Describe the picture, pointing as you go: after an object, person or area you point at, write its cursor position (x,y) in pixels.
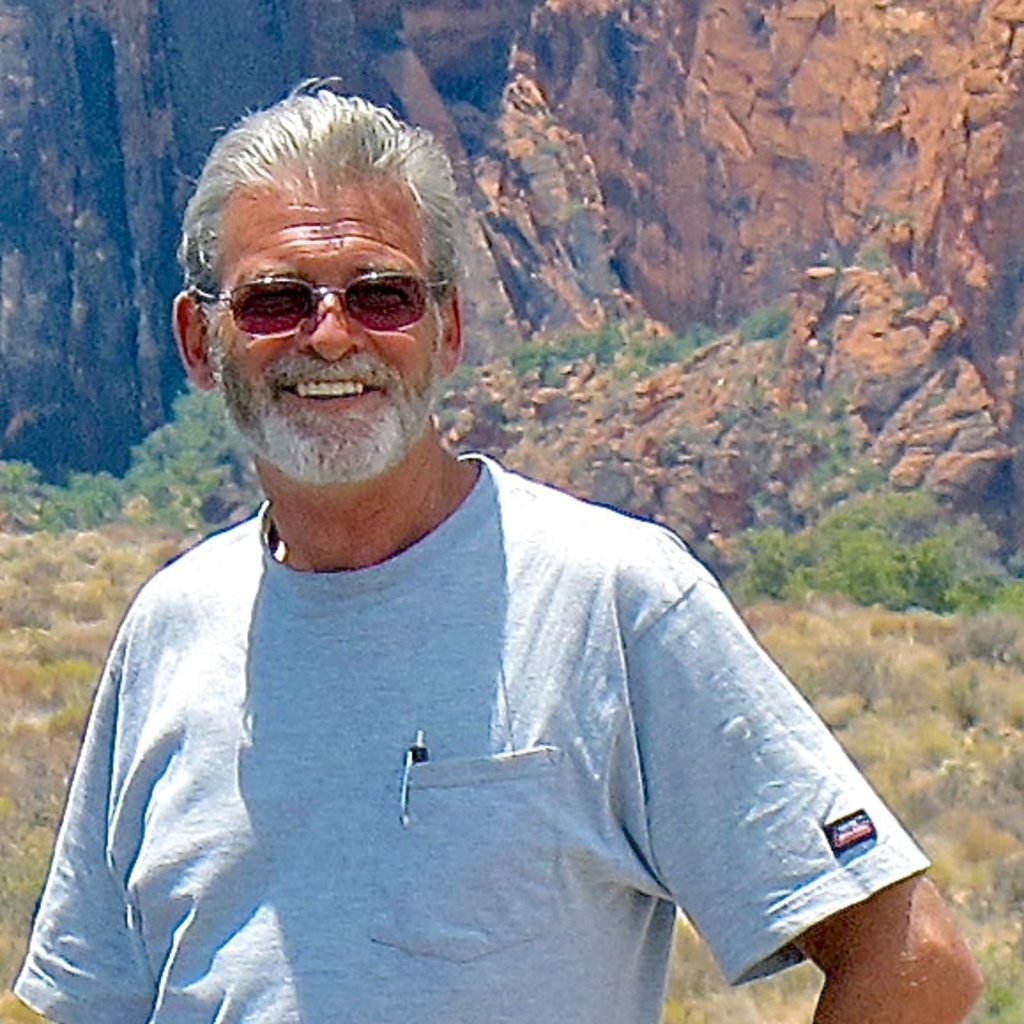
In this image I can see the person (280,551) standing and wearing the blue color t-shirt (263,562) and also goggles (296,285). I can see the pen (411,764) inside the pocket (471,796). In the background (12,155) I can see the plants (987,601) and mountains (567,132).
